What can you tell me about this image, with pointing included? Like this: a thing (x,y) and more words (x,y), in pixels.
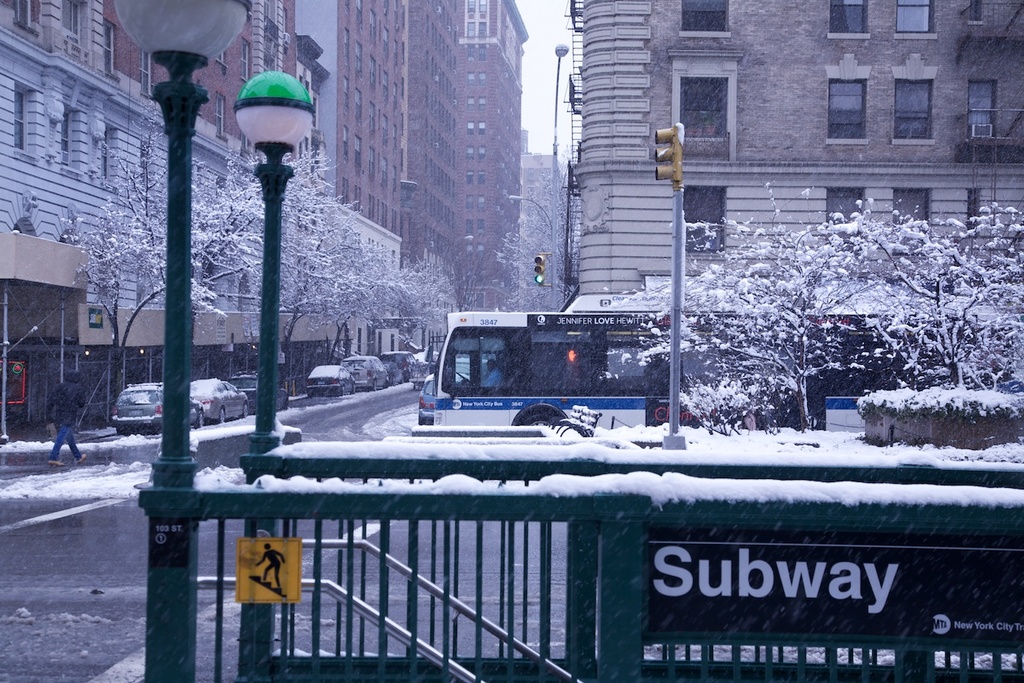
In this image, there are a few vehicles (529,392), buildings (607,243), trees (708,401), poles (265,368) with lights (276,127). We can see the ground (414,441). We can see a person (65,417) and the fence (770,473). We can see a board (757,551) and a signboard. We can see the sky (549,107) and the railing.
